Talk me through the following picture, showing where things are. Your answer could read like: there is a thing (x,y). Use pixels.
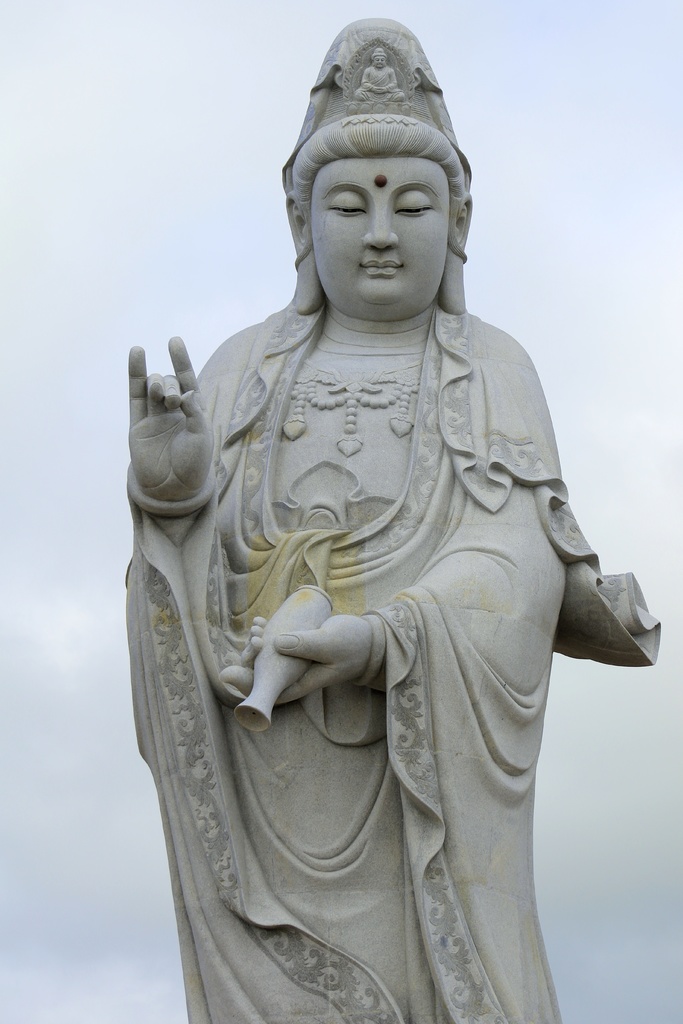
In this image I see a statue (245,396) which is made of stone (296,487) and I see that the statue (332,237) is of grey in color. In the background (456,65) I see the sky (10,814).
